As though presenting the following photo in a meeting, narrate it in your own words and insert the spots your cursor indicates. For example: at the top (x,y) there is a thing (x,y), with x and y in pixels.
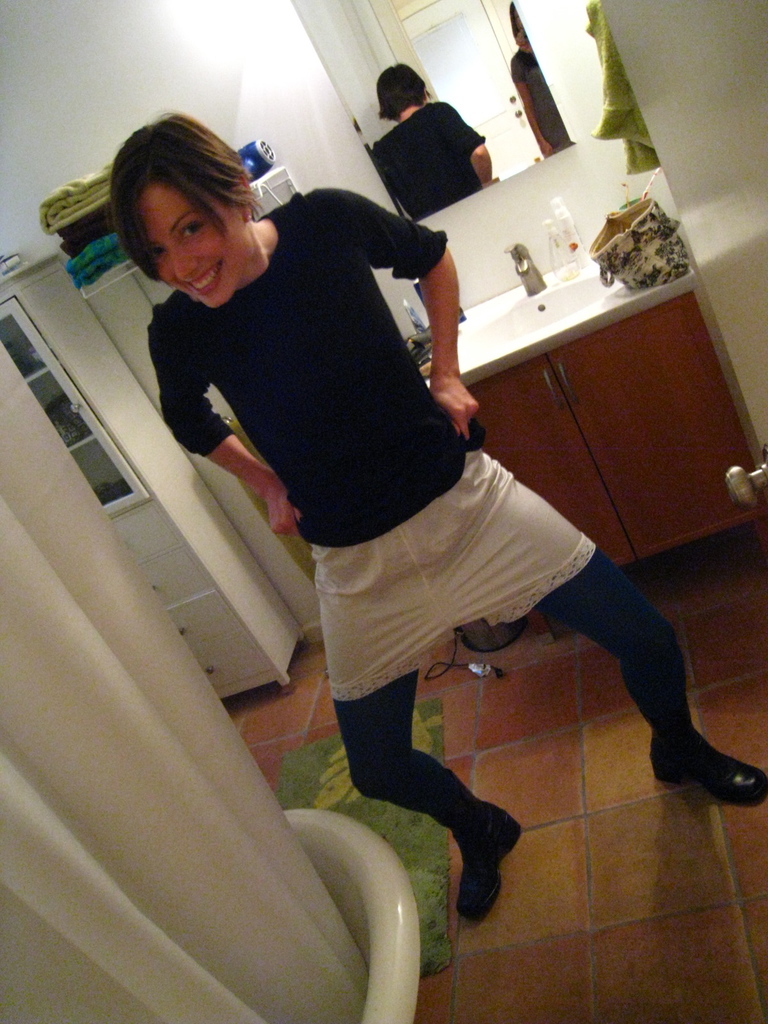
In this image there is a person (757,774) standing on the floor (619,861). In front of her there is a door (729,84). Behind her there is a mirror (503,140). There is a sink (562,303). Beside the sink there is a bag (619,256) and few other objects (554,245). At the back side (227,569) there are wooden cupboards (92,325). On top of the wooden cupboards (37,282) there are blankets (93,229). Behind the cupboards (40,292) there is a wall (34,253) and a light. At the bottom of the image (343,767) there is a mat (416,721).
